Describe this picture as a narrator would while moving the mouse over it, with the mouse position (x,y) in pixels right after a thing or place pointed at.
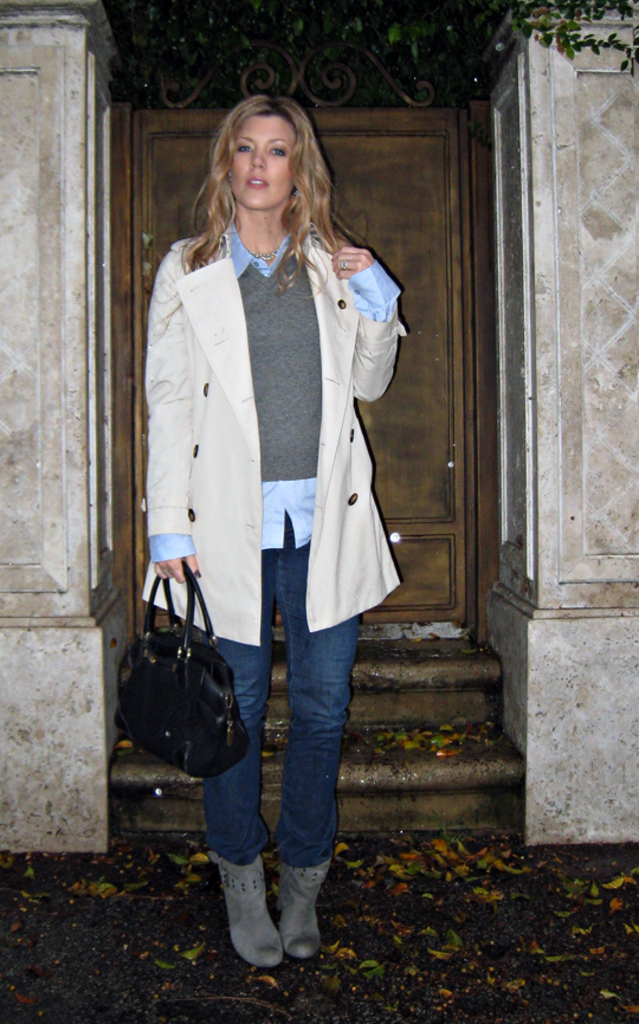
On the background of the picture (597,265) we can see a house (484,166) with door (464,131). these are stairs (419,722). Here we can see green and yellow colour leaves (379,971). One women (227,184) is standing wearing a cream colour jacket (245,579) and holding a black colour handbag (162,752) in her hand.
